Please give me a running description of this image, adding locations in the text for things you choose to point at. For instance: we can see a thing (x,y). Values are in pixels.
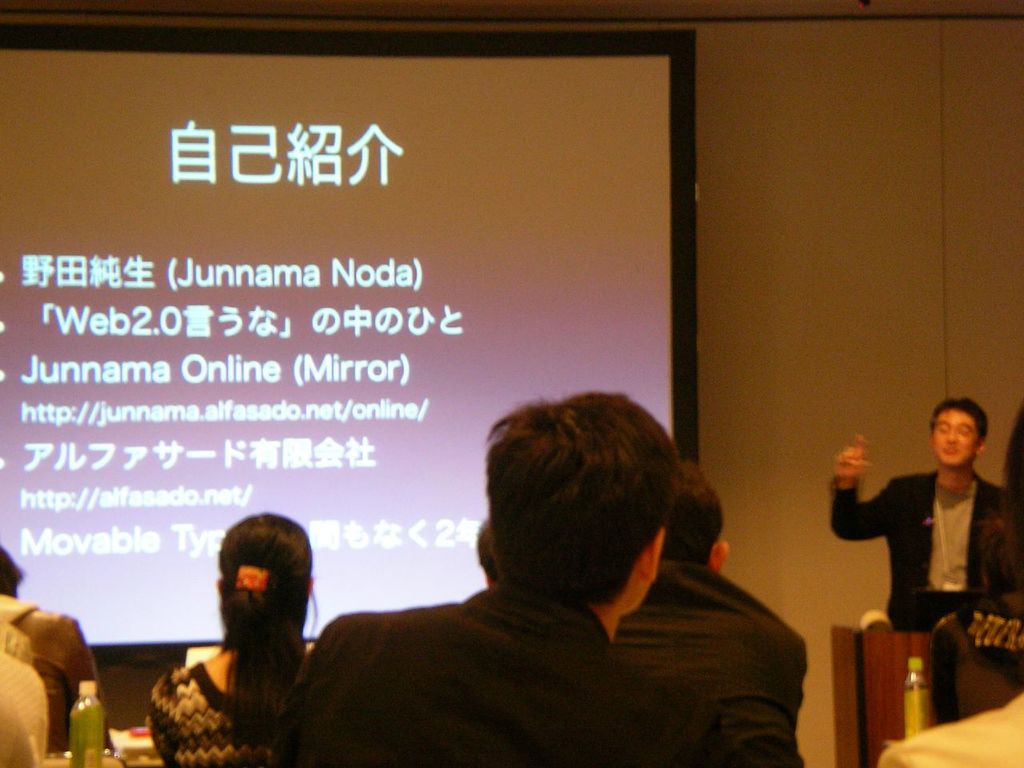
In this image I can see the group of people (628,599) with different color dresses (479,600). To the left (100,756) I can see the bottle (78,733). To the right (957,422) I can see the person (846,508) standing in-front of the podium (881,650). In the back (532,279) there is a screen (529,251) to the wall (748,214).
